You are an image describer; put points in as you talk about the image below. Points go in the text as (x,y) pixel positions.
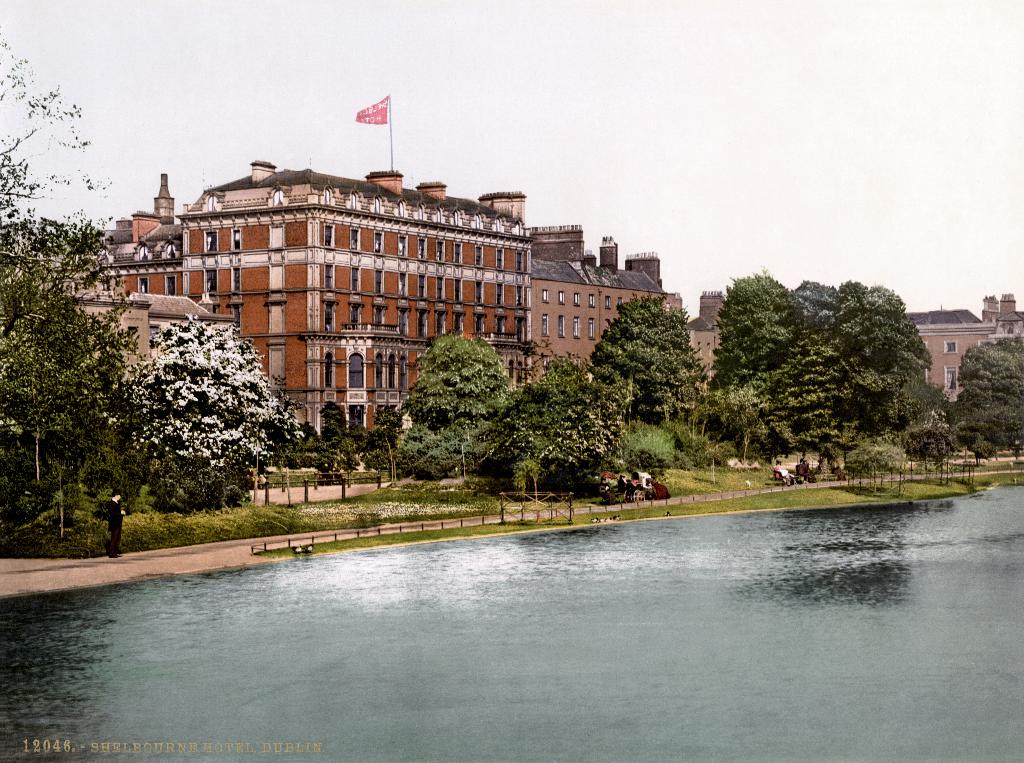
In the foreground (784,684) I can see water (791,681), fence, grass (722,476), group of people (653,476) on the road (745,492) and trees (561,373). In the background (318,370) I can see buildings (396,345), flagpole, windows (478,335), plants (262,400), text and the sky (656,163). This image is taken may be during a day.
